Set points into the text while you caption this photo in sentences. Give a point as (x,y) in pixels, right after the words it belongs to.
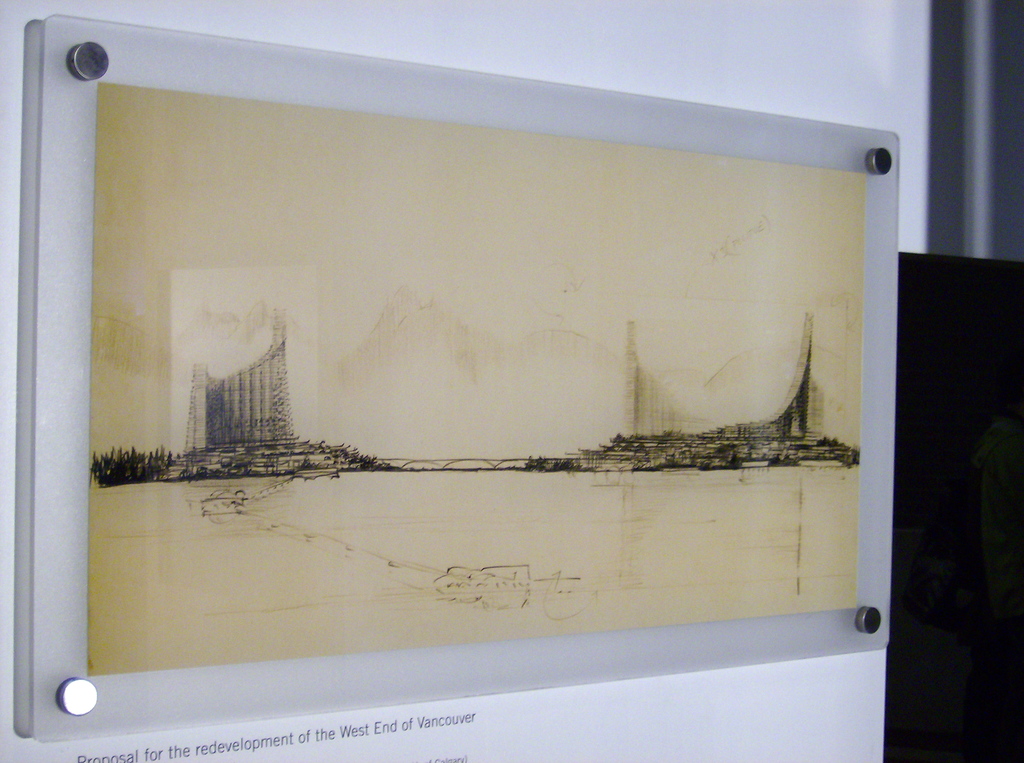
This is a photo frame (497,443) fixed to the wall (7,376). There are buildings (223,430) in this photo.
